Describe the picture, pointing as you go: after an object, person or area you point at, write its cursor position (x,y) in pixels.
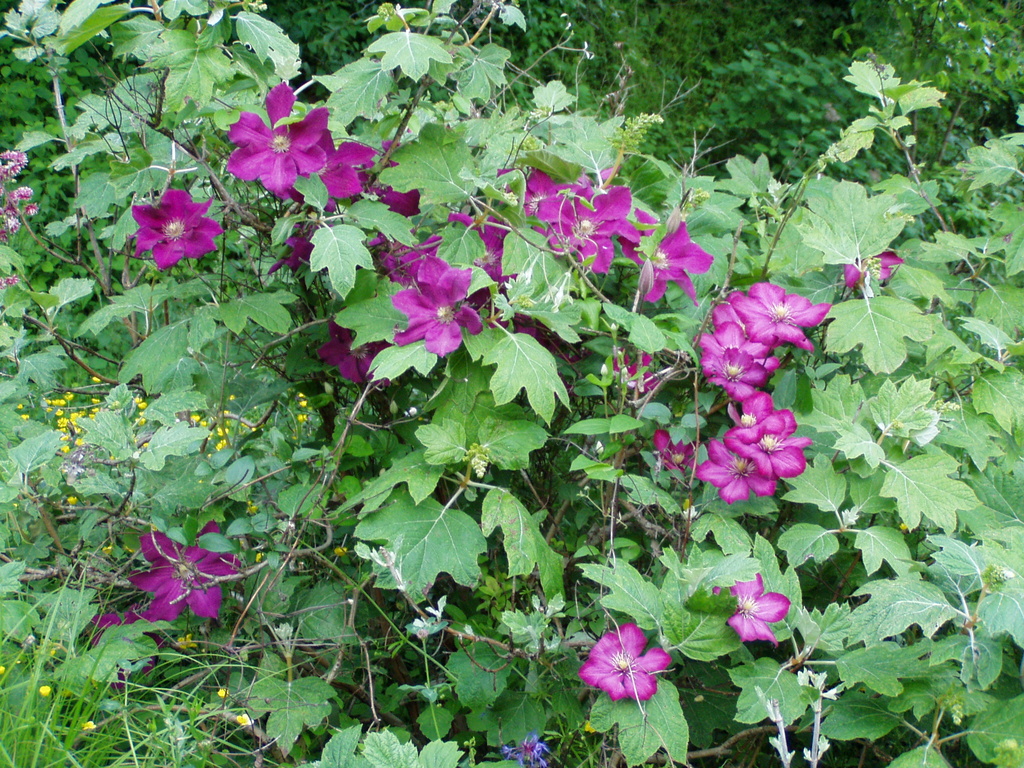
In this image, we can see some plants (867,560) and flowers (199,551).
